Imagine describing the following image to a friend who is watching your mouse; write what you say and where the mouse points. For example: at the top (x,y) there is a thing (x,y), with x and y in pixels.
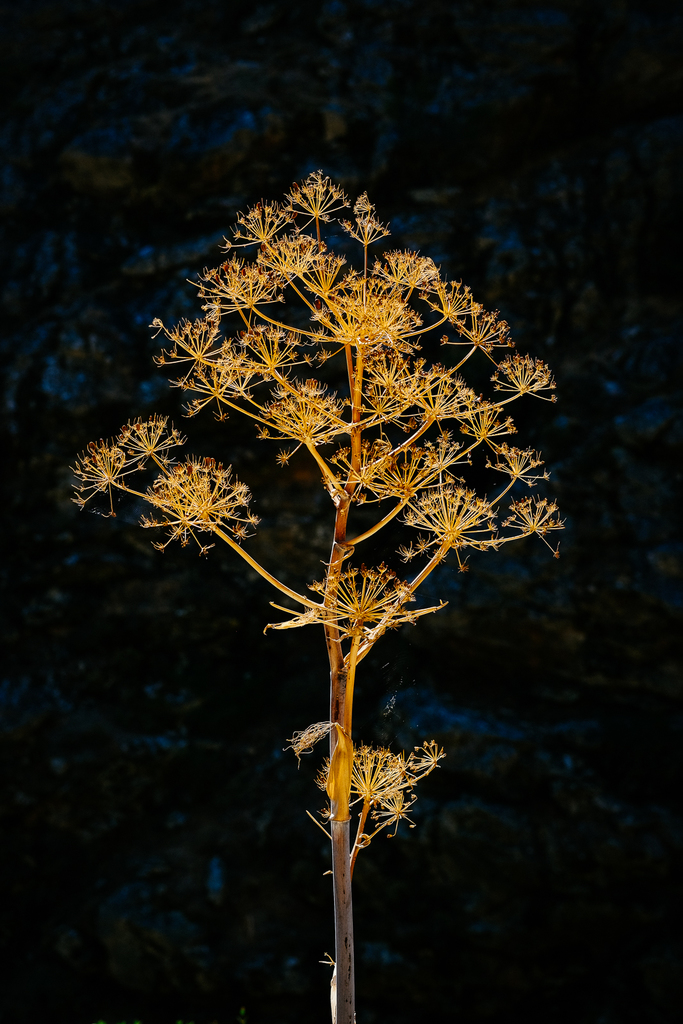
In the image we can see a plant (313,430) to which there are tiny flowers (388,385) and the background (41,260) is dark.
